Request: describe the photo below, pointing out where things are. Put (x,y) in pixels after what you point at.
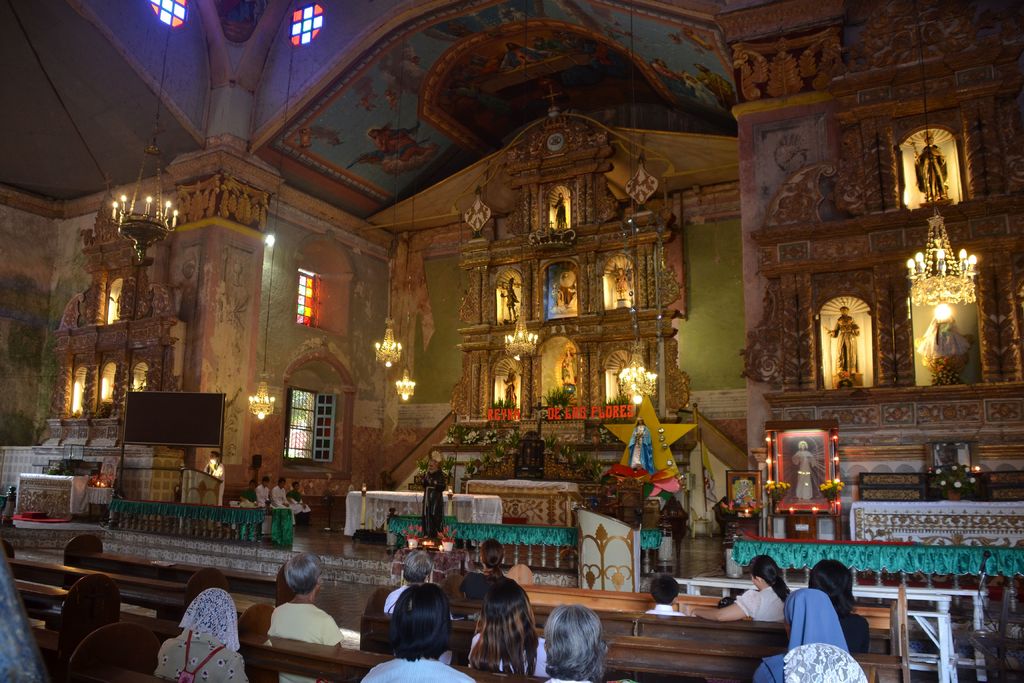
There are group of people (777,613) sitting on the benches (157,616). Here is a person (438,528) standing. These are the tables (506,498) covered with the clothes (489,505). I think this picture was taken inside the church (199,294). These are the lamps (150,230) with candles (160,210) are hanging to the roof (142,151). I think these are the windows (302,293). I can see the sculptures (568,379). This looks like a frame (825,497). I think this is the screen (178,439), which is black in color.
